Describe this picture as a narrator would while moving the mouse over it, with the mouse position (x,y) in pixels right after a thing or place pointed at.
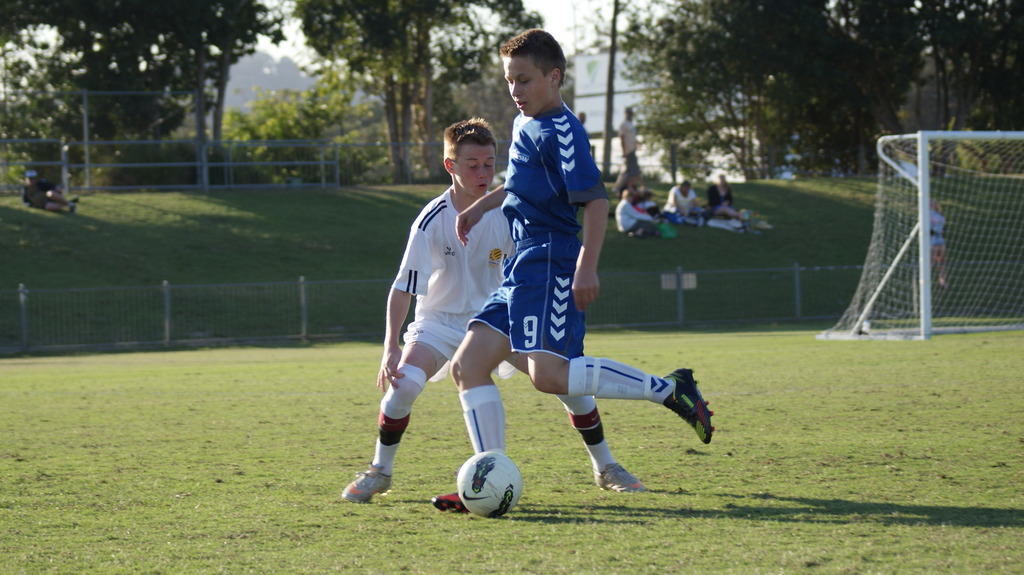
In this picture we can see two people (476,158) playing football (460,477) on the ground (407,472). Some grass (407,472) is visible on the ground (673,475). There is a net (898,295) on the right side (890,272). Few people (646,215) and trees (481,85) are visible in the background (649,21).
